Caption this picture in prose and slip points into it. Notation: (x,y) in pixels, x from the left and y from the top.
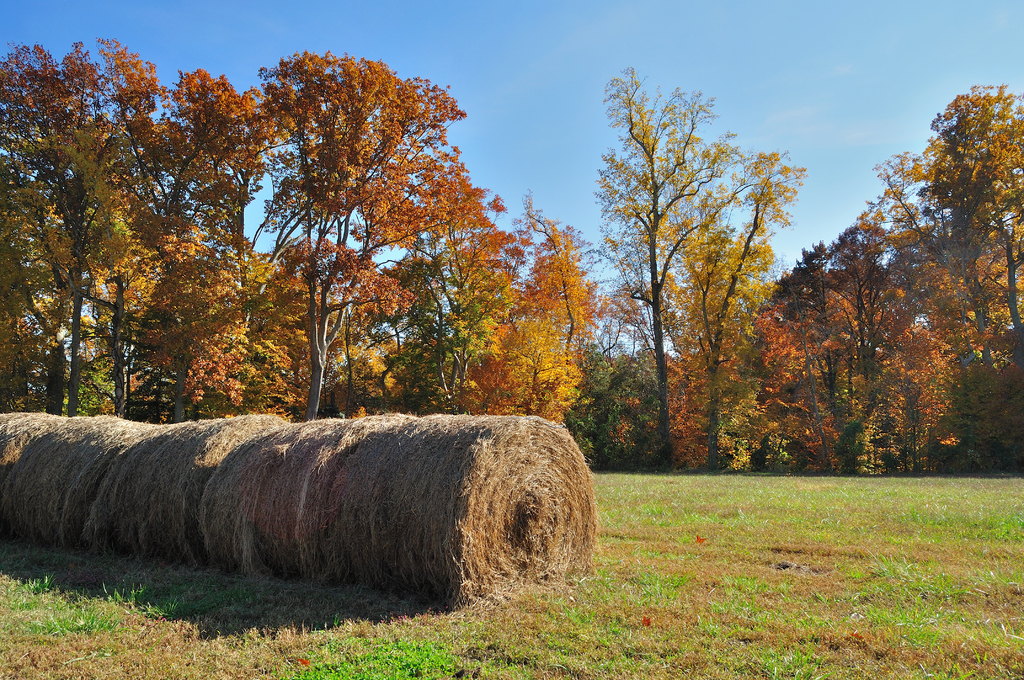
In this image there is hay (208,487). In the background (190,295) there are trees (540,209) and sky (476,0). At the bottom (538,641) there is grass (565,645).
